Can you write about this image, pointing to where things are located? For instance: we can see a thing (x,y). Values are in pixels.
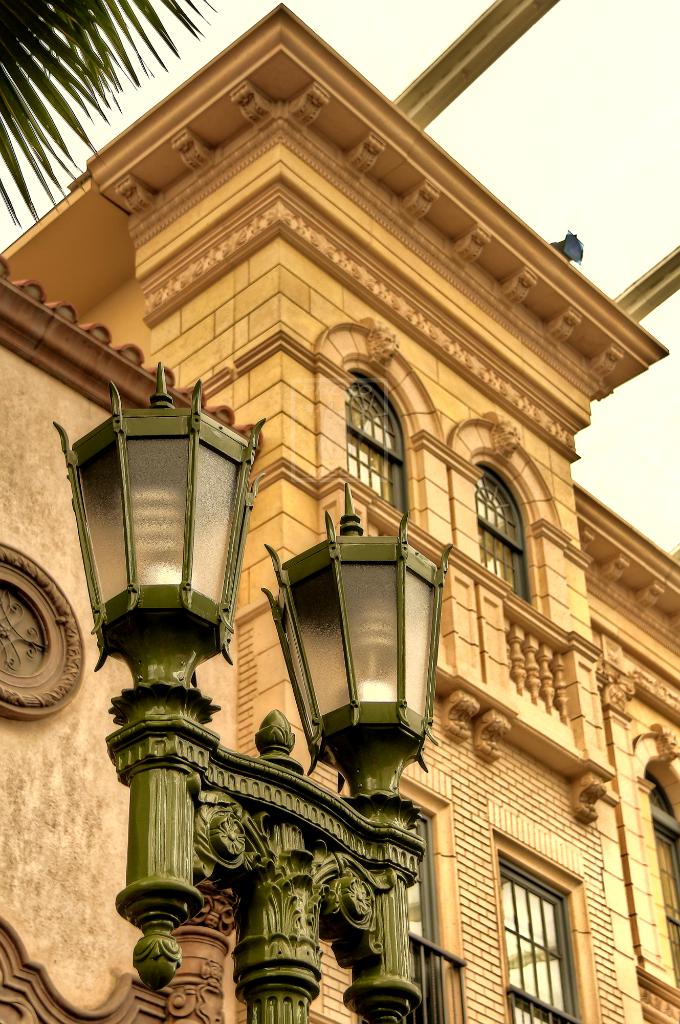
In this image we can see a building (255,681), there are windows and lights (397,541), also we can see a pole (308,856) and a tree (77,41), in the background (679,161), we can see the sky (615,229).
